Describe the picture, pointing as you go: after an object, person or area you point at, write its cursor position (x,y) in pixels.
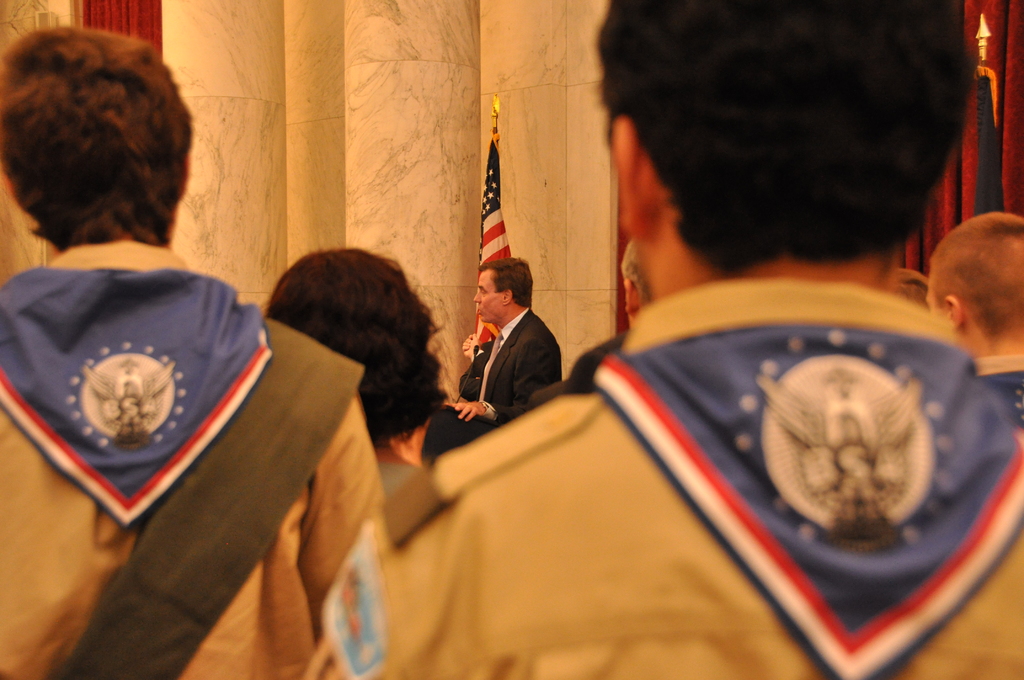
In this image I can see people (385,499) standing, facing their back (829,342). A person (524,374) is sitting in the center (518,361), wearing a suit (524,374). There is a flag (483,217) and pillars (395,113) at the back (240,235).
